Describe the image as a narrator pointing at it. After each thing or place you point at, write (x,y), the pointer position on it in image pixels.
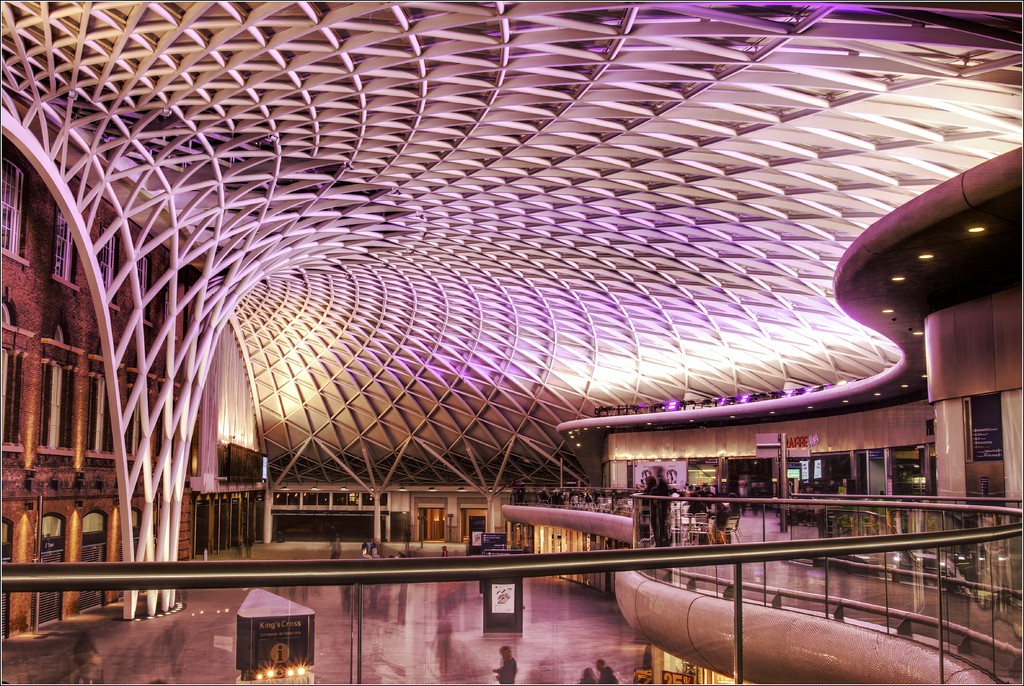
The Image is taken in a building (200,341). In the center of a picture there is an architecture (554,319). On the right (735,525), there are people (705,487), chairs (692,523), tables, house plants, lights (916,482) and other objects (987,578). At the bottom (257,604) there are people (512,679), lights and other objects (298,646). On the left (40,345) it is building (50,392).
